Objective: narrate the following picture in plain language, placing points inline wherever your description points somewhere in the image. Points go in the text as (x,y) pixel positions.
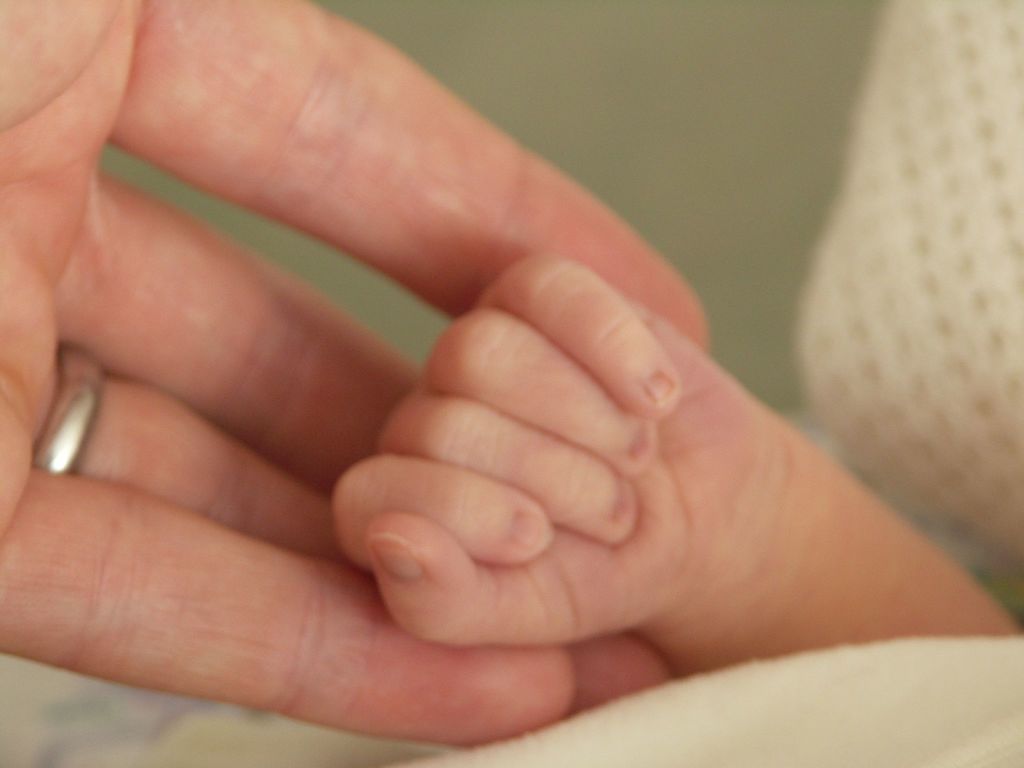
As we can see in the image, on the right side (739,482) there is a hand (738,556) of a child (696,574). On the left side (298,341) there are fingers (281,346) of person (269,356) and the person (148,392) is wearing ring (70,420) to the ring finger (111,404).
